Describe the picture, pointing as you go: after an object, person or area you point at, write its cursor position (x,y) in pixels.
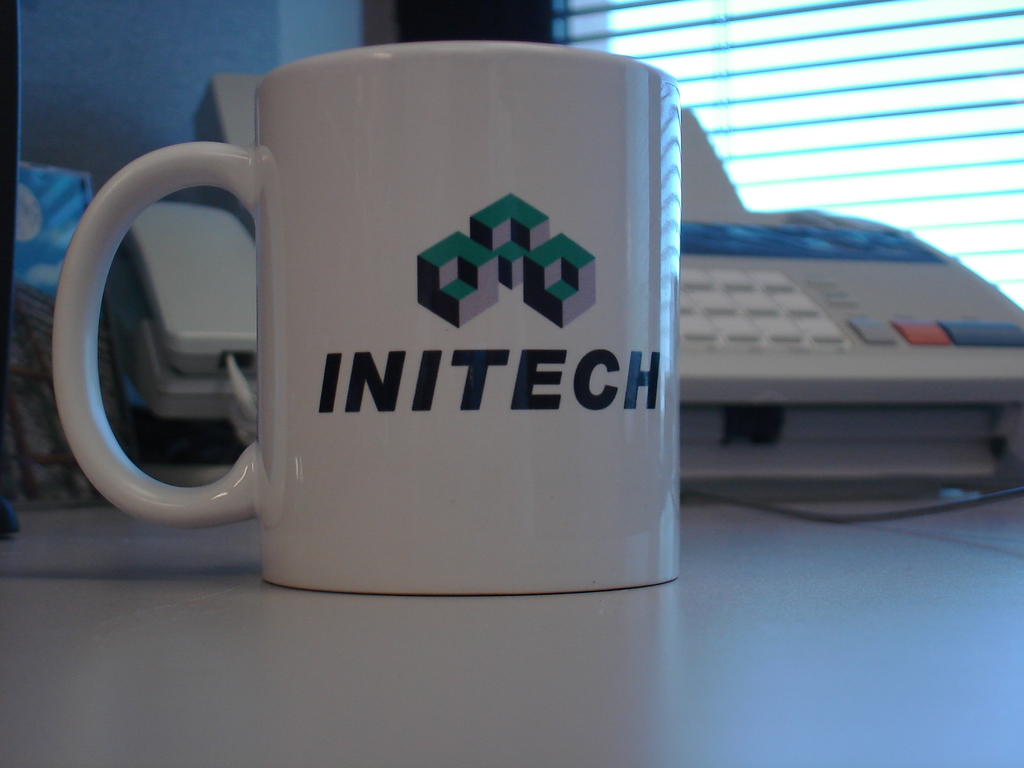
As we can see in the image there is a table (158,629), fax machine (806,386), cup (572,360) and a window (957,226).
